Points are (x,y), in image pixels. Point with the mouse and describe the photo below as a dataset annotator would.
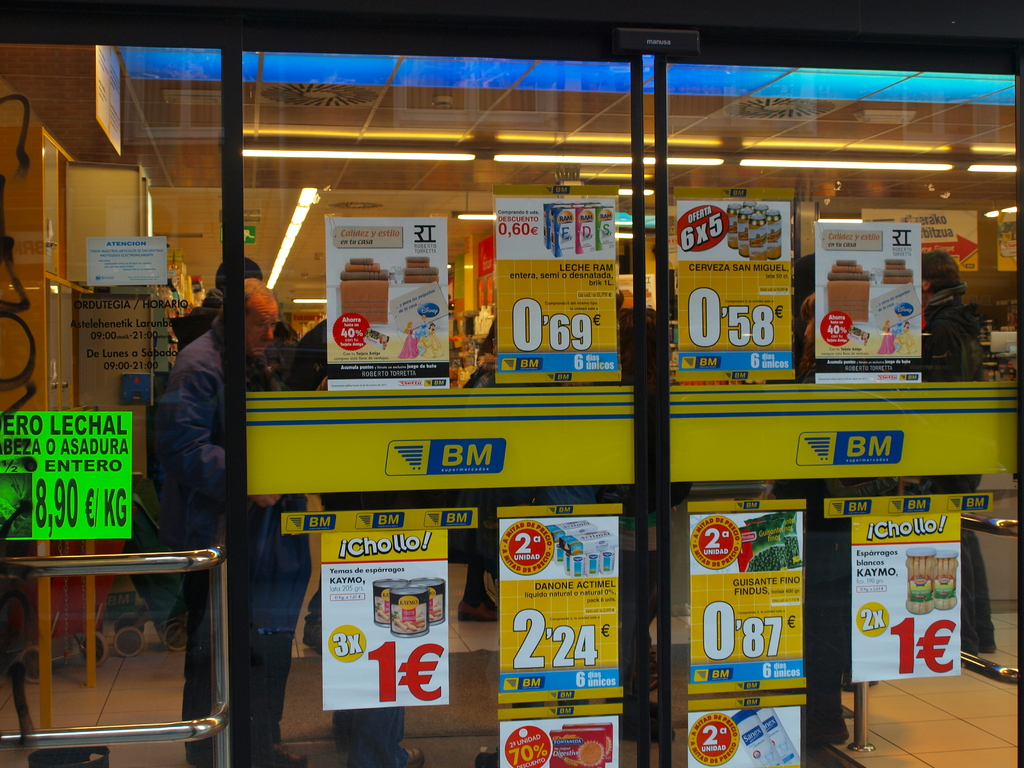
In the picture we can see a supermarket (801,158) with a glass (990,563) and inside it we can see a man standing and we can also see an item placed in the racks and in the glass (493,562) we can see some posters (396,251) are posted and to the ceiling (305,236) we can see some lights (292,236).
